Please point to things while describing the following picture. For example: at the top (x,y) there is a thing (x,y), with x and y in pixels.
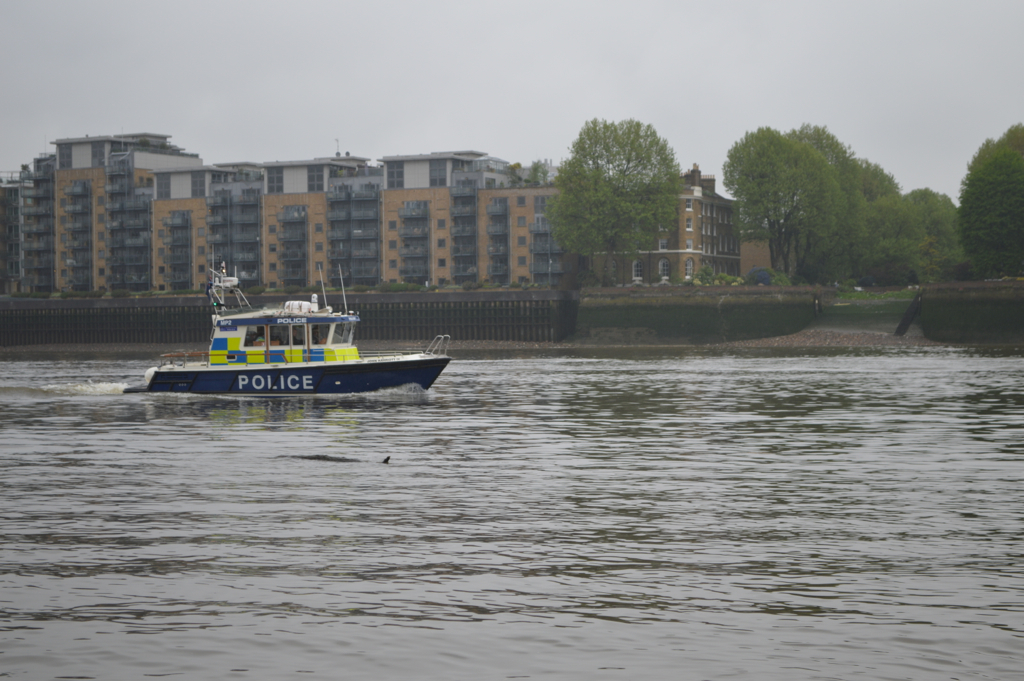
In the foreground (389,387) I can see a boat (376,361) in the water (481,369). In the background (806,240) I can see trees (806,240), fence (527,315), buildings (453,261) and the sky (411,40). This image is taken may be near the lake (443,459).
